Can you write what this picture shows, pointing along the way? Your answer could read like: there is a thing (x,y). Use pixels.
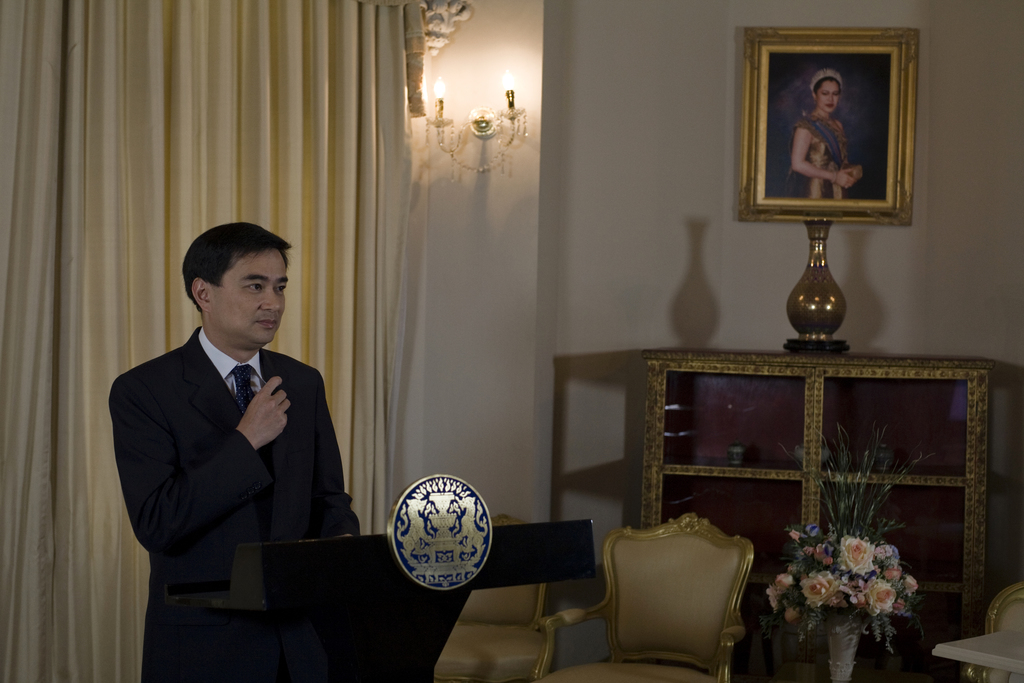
In this image I can see a person (240,357) standing in-front of the podium (456,521). In the back (201,190) there is a curtain (189,146). To the right (836,661) there is a flower vase (839,619) and the chairs (705,657). And there are frames (823,149), lights (449,122) attached to the wall (631,285).
